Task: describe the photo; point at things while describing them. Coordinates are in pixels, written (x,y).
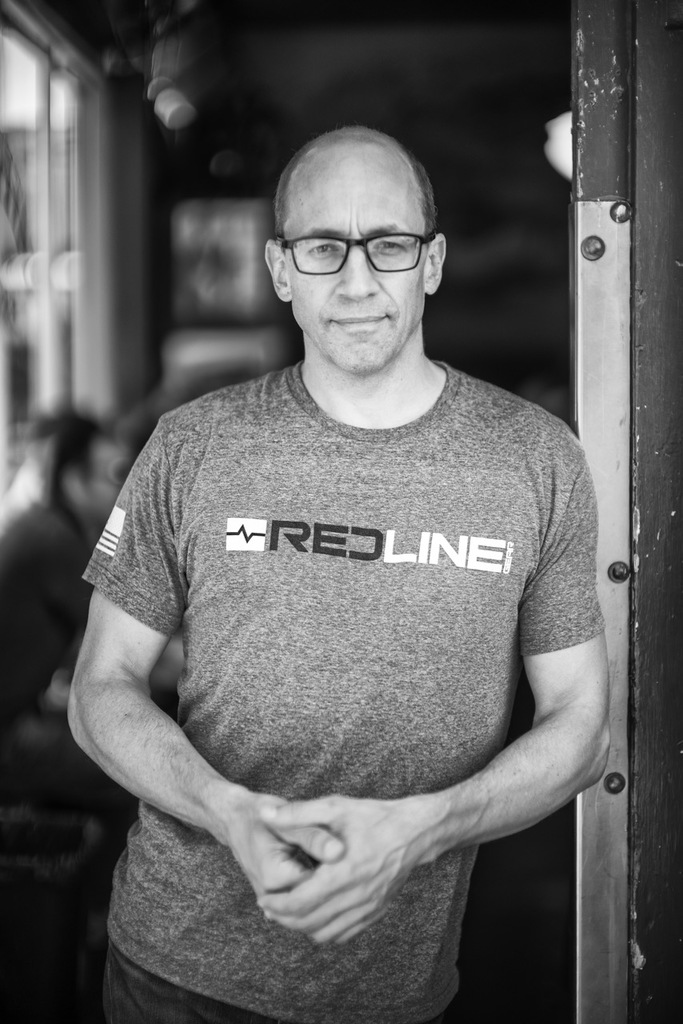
In this image we can see a person (440,886) wearing t shirt (268,693) and spectacles (382,251) is standing. In the background (45,447), we can see group of people (48,435) and a window (77,225).
